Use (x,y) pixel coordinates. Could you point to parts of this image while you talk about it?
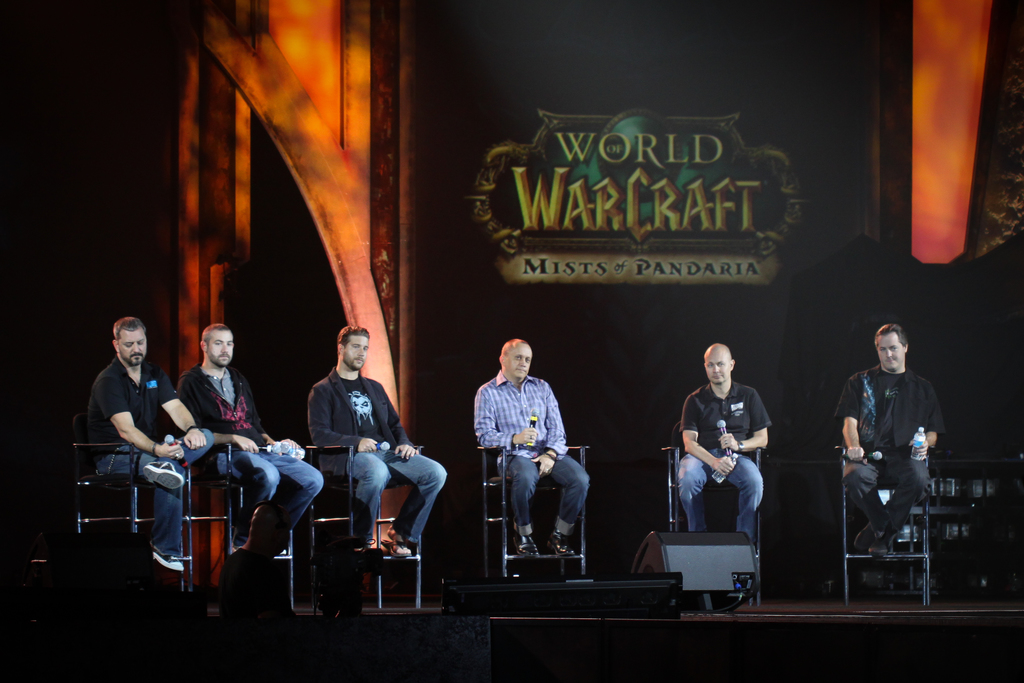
In this image I can see a group of people (712,450) sitting on the chairs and holding a mic (723,429). They are wearing different color dress (749,431). Background (823,427) is in black brown and orange color. They are on the stage (849,598).
